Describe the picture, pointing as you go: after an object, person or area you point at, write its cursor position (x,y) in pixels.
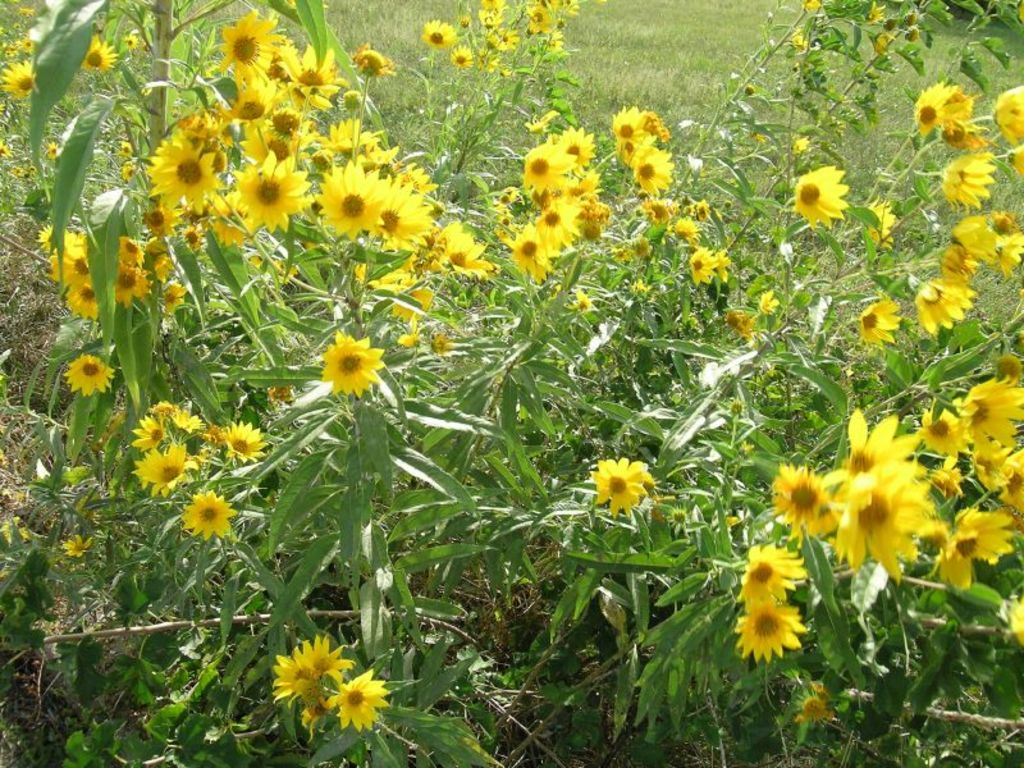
Here I can see few plants (324,531) along with the flowers (365,221) which are in yellow color. In the background (630,39), I can see the grass (646,27) on the ground (638,30).
